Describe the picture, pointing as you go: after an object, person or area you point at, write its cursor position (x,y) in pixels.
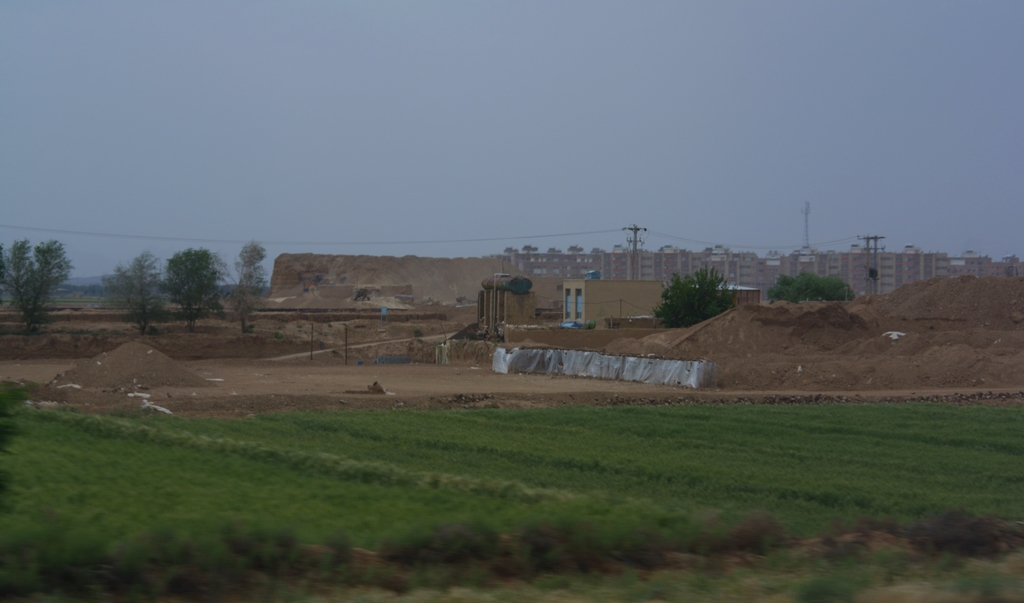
This picture is clicked outside. In the foreground (464,478) we can see the green grass (485,484). In the center (673,322) we can see the plants (787,295) and we can see the sand (653,340), poles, cables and some other objects (584,329). In the background (506,147) there is a sky (640,146) and the buildings (626,263).
